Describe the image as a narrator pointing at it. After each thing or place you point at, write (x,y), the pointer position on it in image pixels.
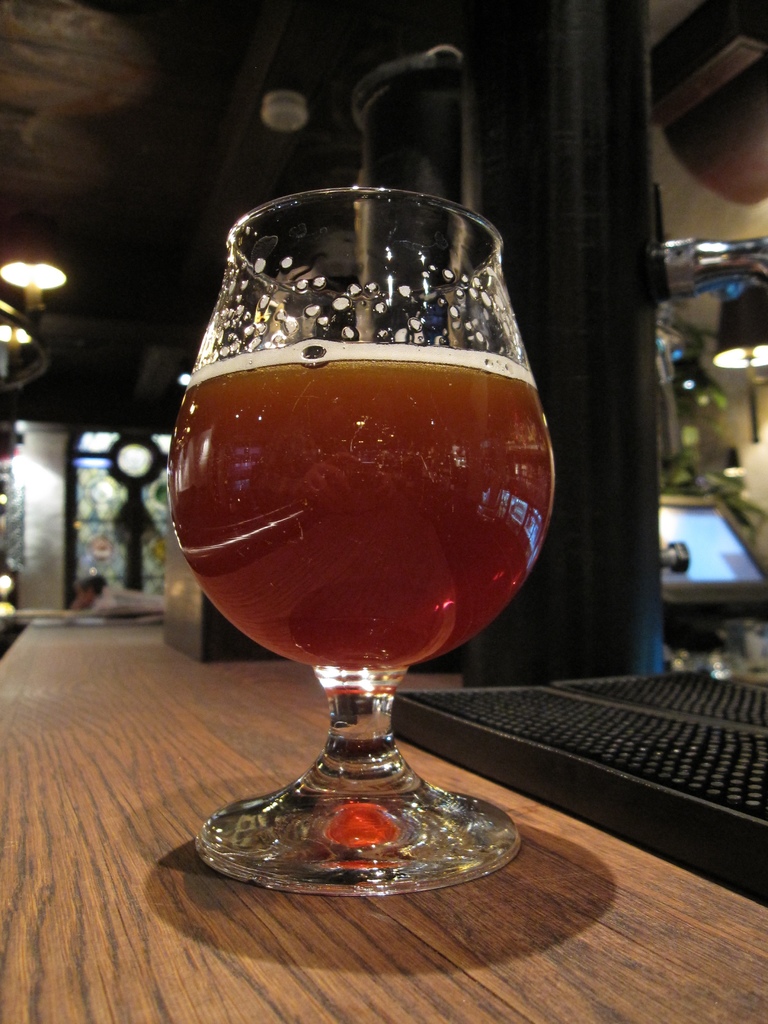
In this image I can see a brown and black colored wooden table (89,925) and on it I can see a wine glass (366,591) with some liquid (326,523) in it. I can see a black colored object (604,764) and few electronic devices (668,548). I can see the blurry background (16,332) in which I can see the ceiling (103,203), few lights (30,280), a person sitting and few other objects (101,537).
